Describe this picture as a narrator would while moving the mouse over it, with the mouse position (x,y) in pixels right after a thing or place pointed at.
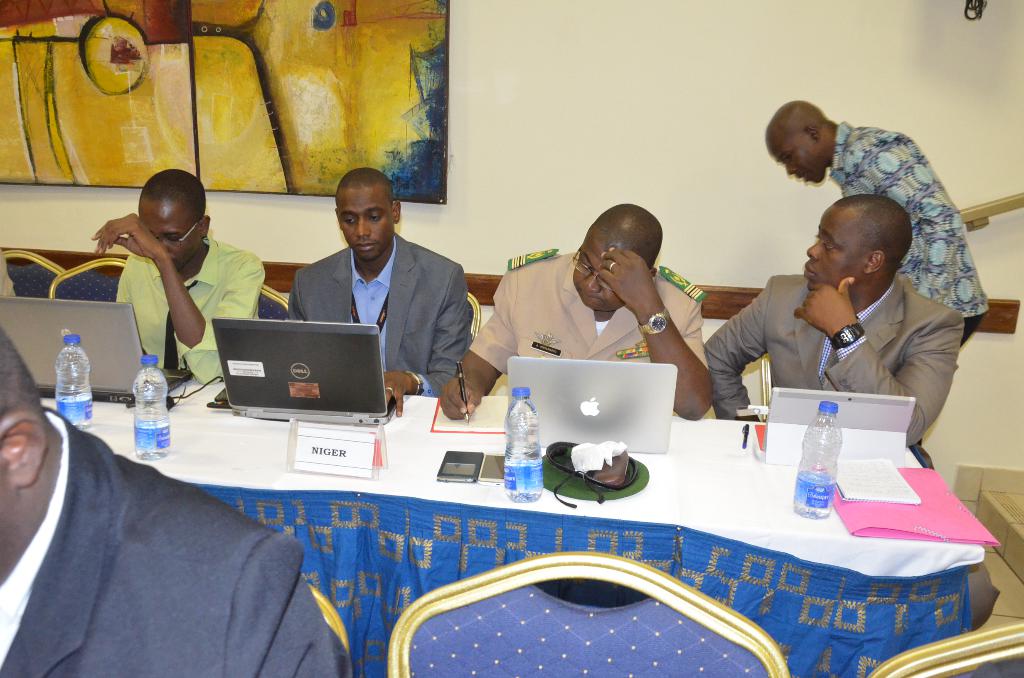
In this picture I can see few people (454,274) are sitting in the chairs (476,305) and a man (940,241) standing and I can see few laptops (570,403), water bottles (76,405) and a man (449,412) writing with the help of a pen (459,361) in the book (505,401) and I can see painting (305,136) on the wall (554,144).
